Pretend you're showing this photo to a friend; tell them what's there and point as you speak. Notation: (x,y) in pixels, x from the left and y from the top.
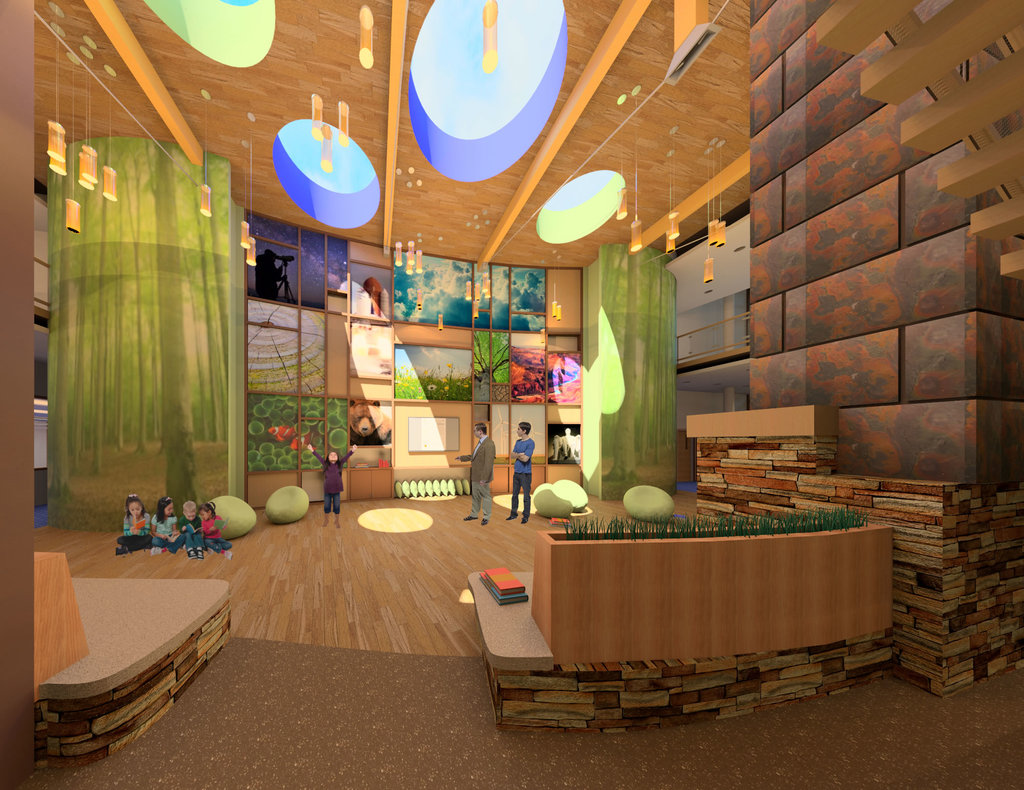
It is an animated image in which we can see that there are few kids (184,518) sitting on the floor (163,563). On the right side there are two men (528,449) who are looking at the frames (405,369) which are attached to the wall (423,340). At the top (217,119) there is ceiling (227,118) with some lights (342,110). On the right side (760,526) bottom there are small plants (694,534). This image is clicked inside the room (358,523).
